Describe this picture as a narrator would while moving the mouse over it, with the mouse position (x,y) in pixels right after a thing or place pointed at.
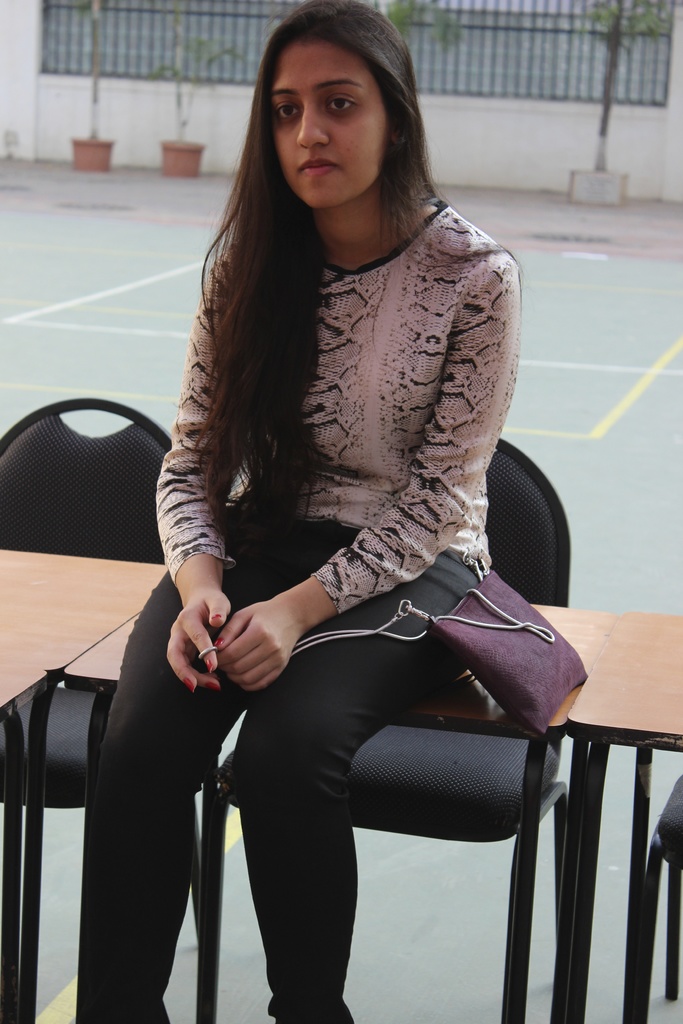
The girl (391,395) wearing white shirt (392,406) and black pant (320,638) and carrying a violet purse (505,645) with her is sitting on a table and there are also black chairs (132,480) behind her and there are also trees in the background (183,142).
